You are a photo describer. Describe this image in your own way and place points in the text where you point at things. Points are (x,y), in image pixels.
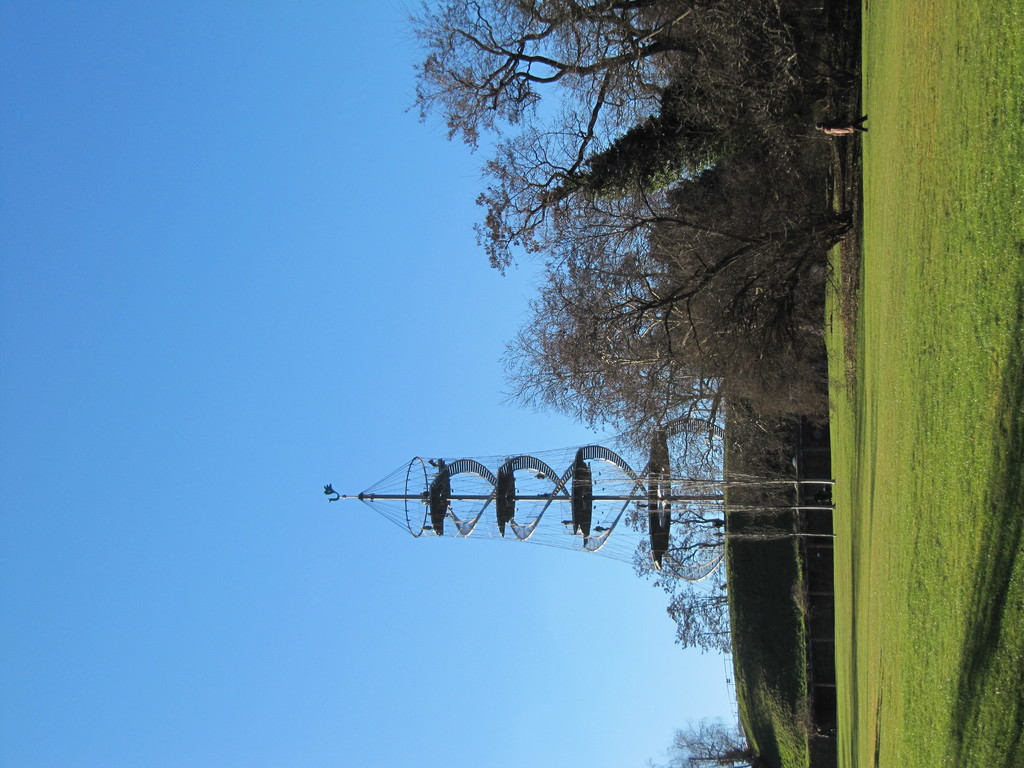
In this picture there is a person (825,128) at the top side of the image (842,133) and there is grassland (910,60) on the right side of the image (856,240) and there is a tower (553,523) and trees (485,216) in the background area of the image (595,356).
